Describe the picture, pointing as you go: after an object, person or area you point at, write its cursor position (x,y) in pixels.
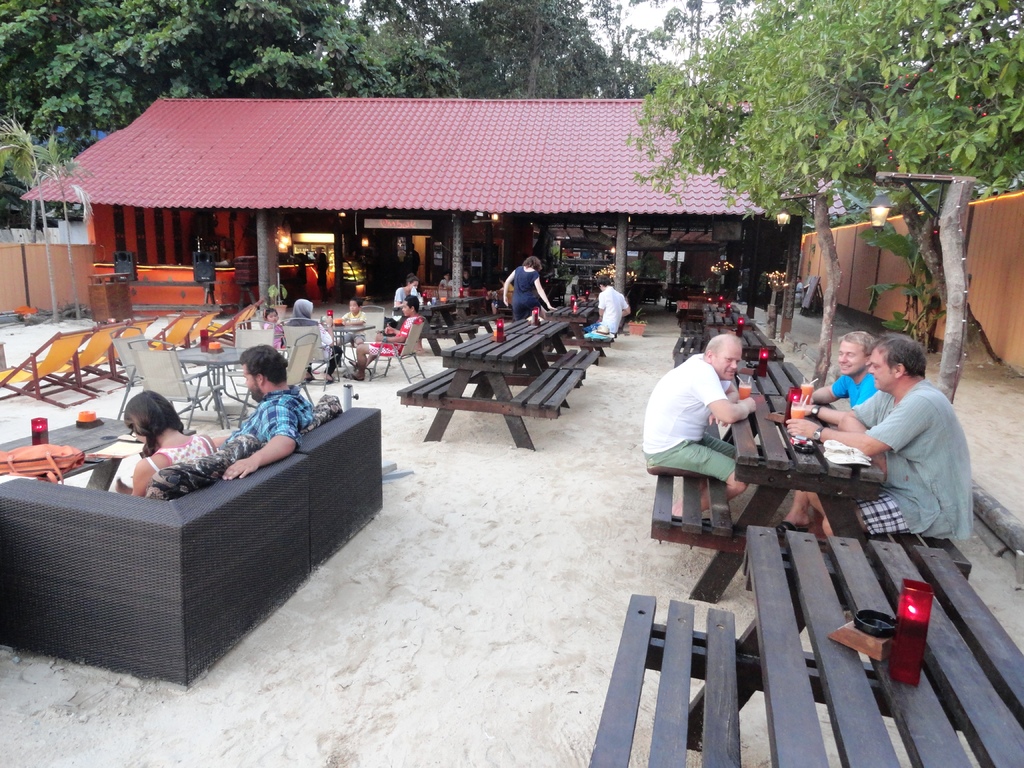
There are few people (369,354) sitting on the chairs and bench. This is a couch (142,521) with cushion (245,457). Two people (257,452) are sitting in the couch (277,525). These are the chairs (143,355) which are empty. This looks like a restaurant (611,249). These are the pillars (460,239). This is a rooftop (556,178). This is the table (63,440) with handbag (49,461) and red color object (35,443) on it. This is the tree (872,91). I can see lamps (876,198) hanging. There are few empty tables (481,351) and benches (545,372).
